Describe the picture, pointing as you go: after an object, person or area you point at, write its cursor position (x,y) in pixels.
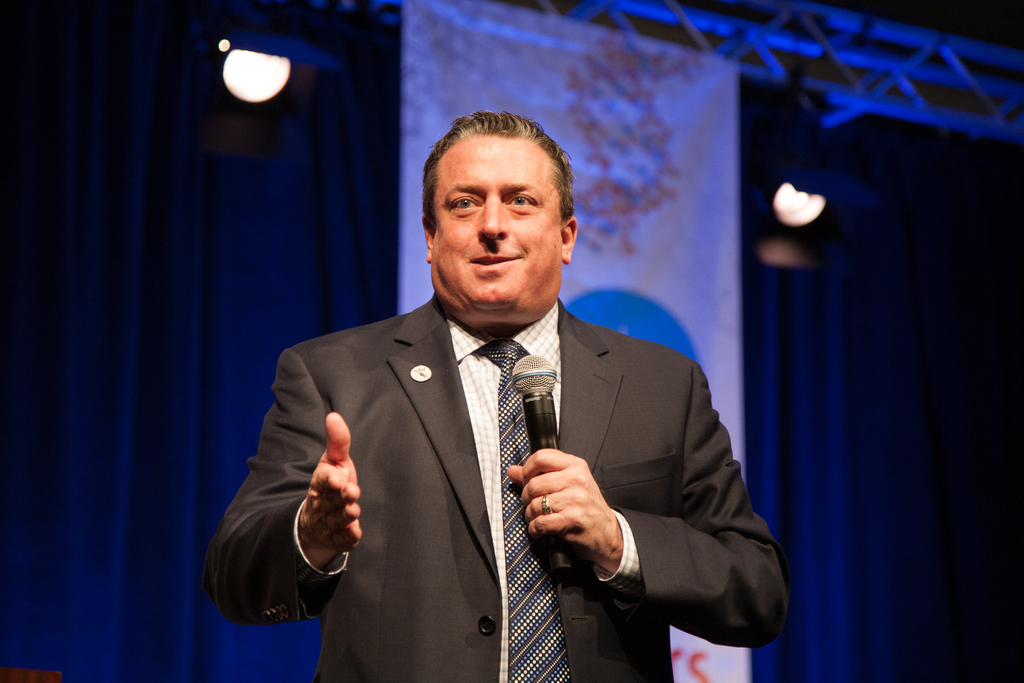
In the foreground of this image (408,444), there is a man (521,467) holding a mic (537,410). In the background (264,230), there is a curtain (282,166), few lights (772,199) and it seems like a banner (651,214).
